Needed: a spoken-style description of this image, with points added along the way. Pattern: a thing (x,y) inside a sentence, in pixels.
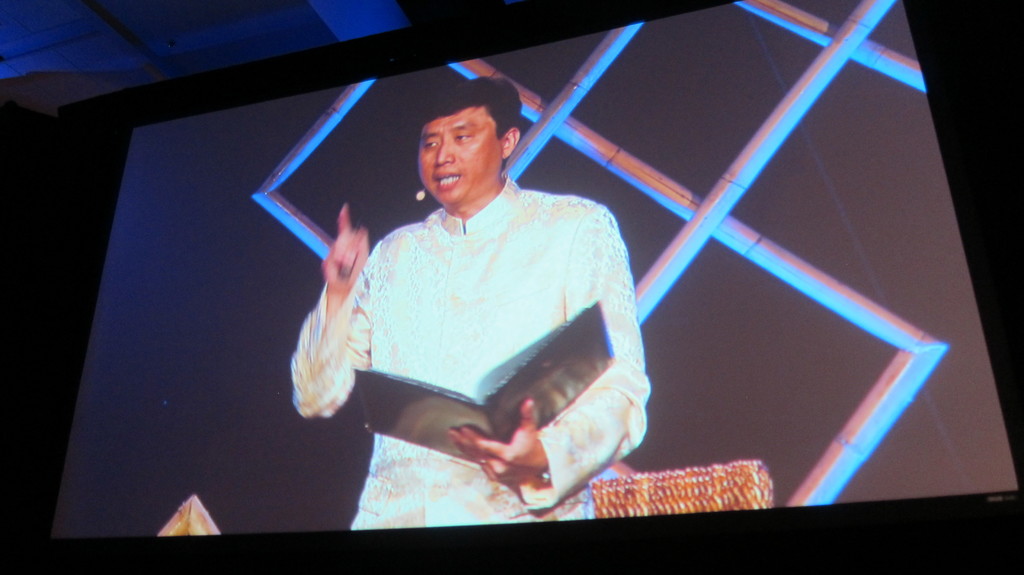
In the image in the center (362,375) we can see one screen (484,304). In the screen (492,285), we can see one person (504,334) standing and holding book (562,361). In the background (186,267) there is a wall (833,373) and few other objects (755,152).
